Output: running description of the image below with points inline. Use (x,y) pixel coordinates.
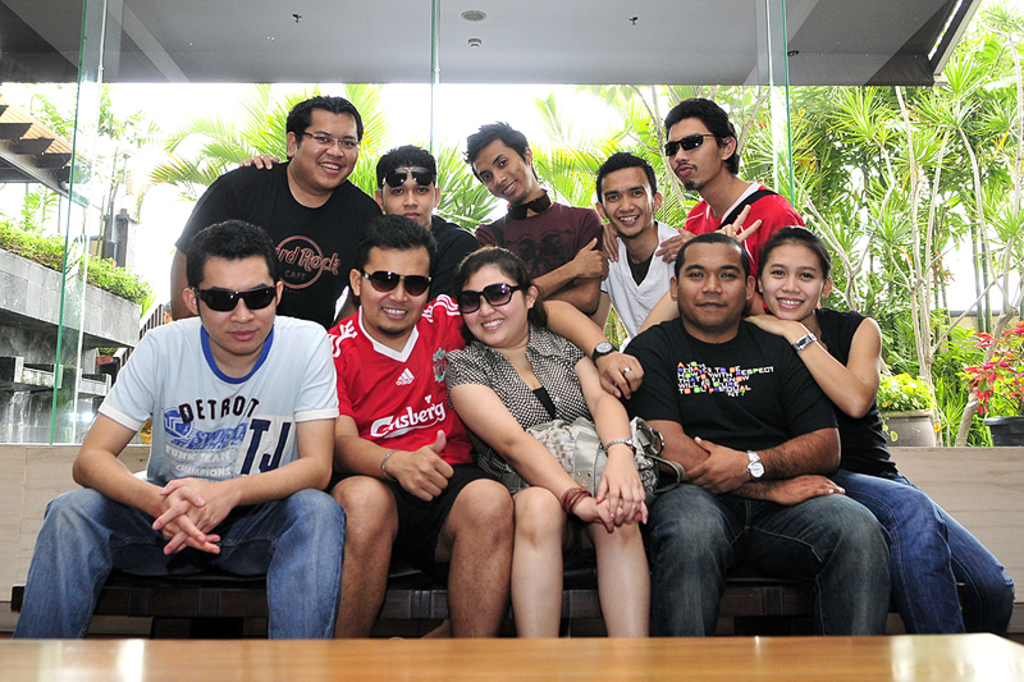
There are people (531,169) sitting in front of a table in the foreground area of the image (416,281), there are glass windows (463,126), greenery (280,116), building (68,172) and the sky (461,107) in the background (22,147).
